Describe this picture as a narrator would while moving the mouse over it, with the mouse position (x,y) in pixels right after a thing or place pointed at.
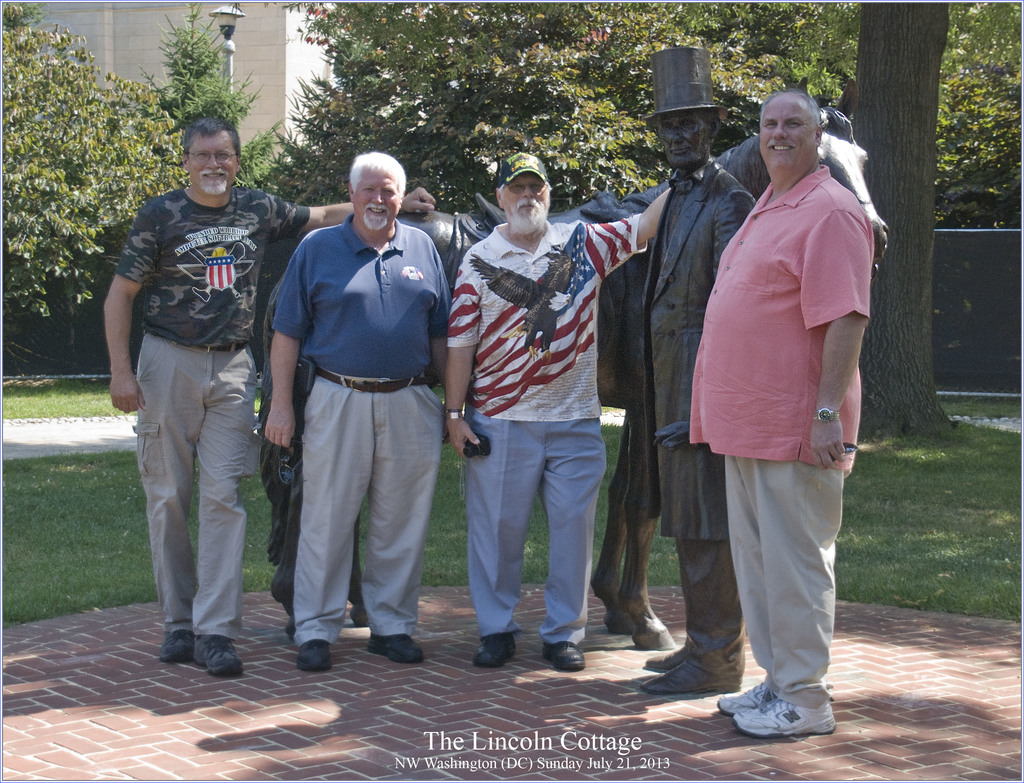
In this image, we can see four people (530,432) are standing near the statue (642,328). They are smiling. Few people (239,204) are wearing glasses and cap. Few are holding some objects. At the bottom (310,696), we can see a floor (556,731). Background (924,154) there is a grass (970,561), trees (936,160), walls (269,65), pole (226,47), light (226,31). At the bottom of the image (436,767), we can see a watermark (497,763).
